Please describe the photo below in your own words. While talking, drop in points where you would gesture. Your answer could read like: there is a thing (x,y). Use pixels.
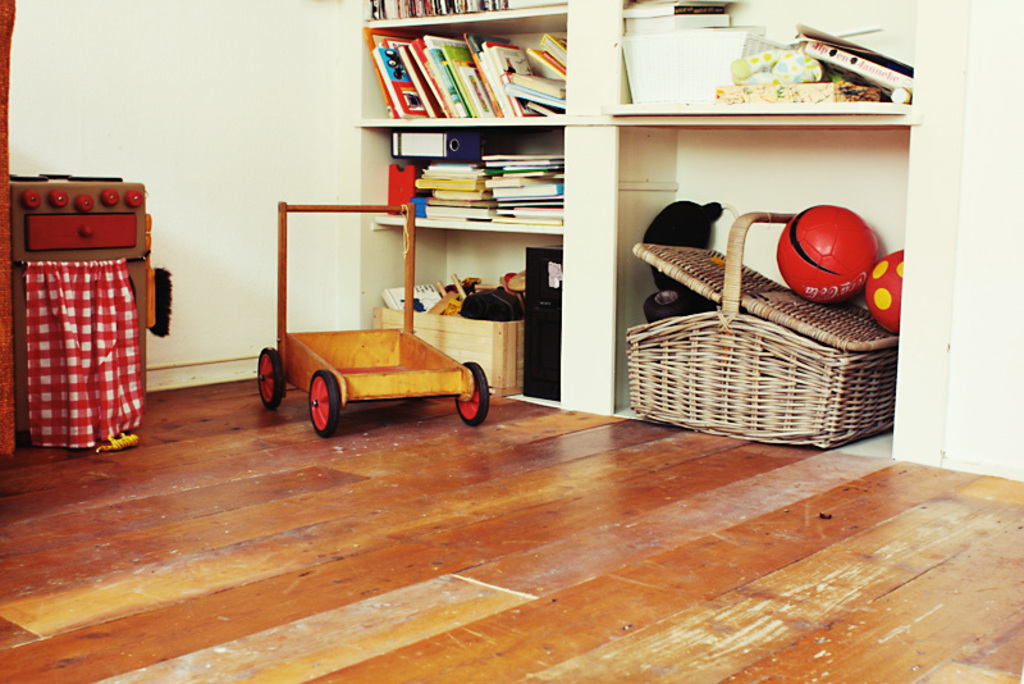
In the image there are few shelves (437,20) beside the wall (319,310) and in that shelves (455,222) some books (435,188), a basket (623,48) and some other items (496,311) were kept and beside the shelves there is a trolley (288,340) and there is a box (82,299) kept in front of the wall (124,105).
